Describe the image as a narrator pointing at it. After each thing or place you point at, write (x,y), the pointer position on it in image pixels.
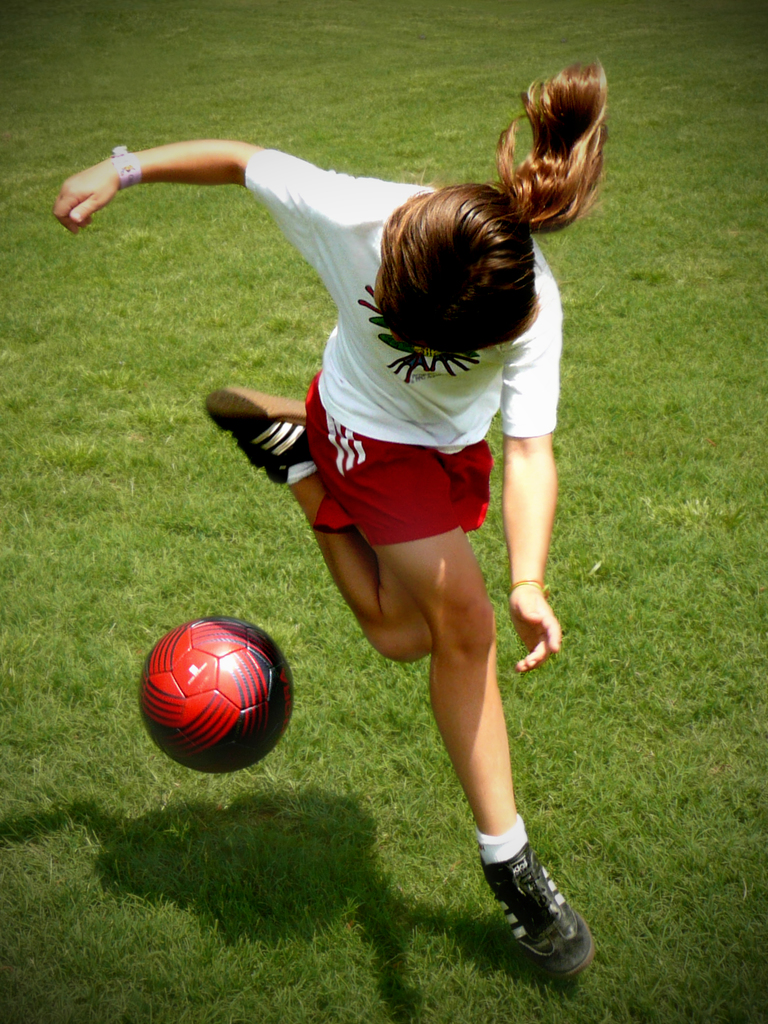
This image consists of a girl (383,610) playing football. At the bottom (296,878), there is green grass (240,867). To the left (228,695), there is a ball (193,712). She is wearing a white and red color sports dress (350,464).
